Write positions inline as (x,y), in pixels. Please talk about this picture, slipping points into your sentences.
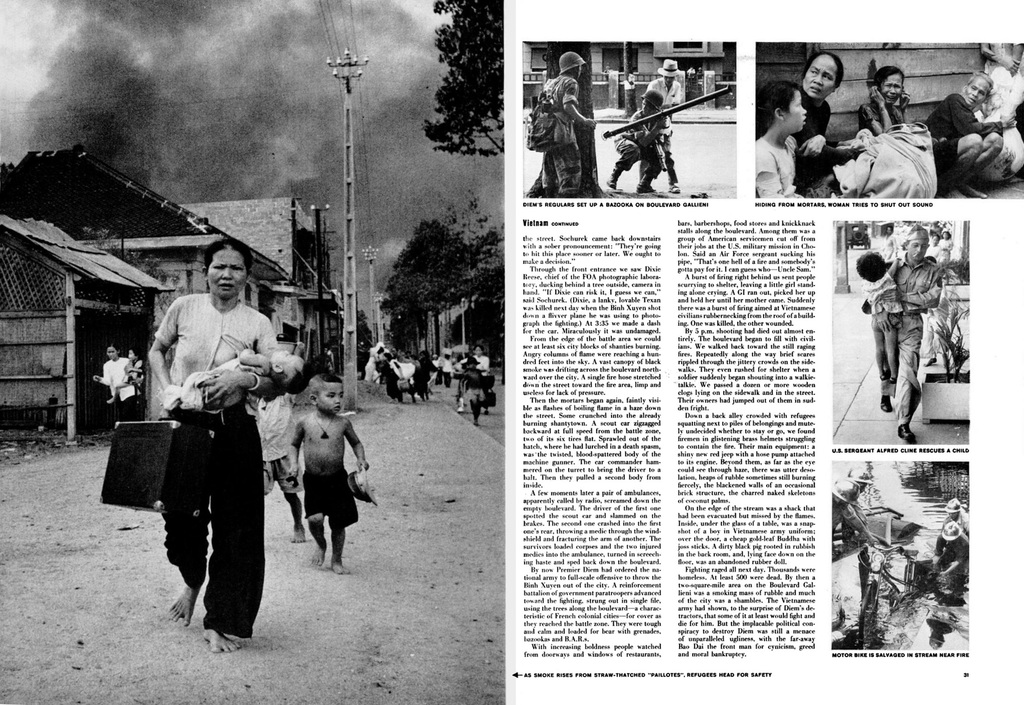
In this image I can see an article (563,305). I can see a black and white image (383,234) of few persons (337,474) standing on the road (370,426), few buildings (275,283), a pole (355,366), few trees (399,309) and the sky (190,67). To the right side of the image (825,61) I can see few other pictures (632,94) of persons (903,98).
